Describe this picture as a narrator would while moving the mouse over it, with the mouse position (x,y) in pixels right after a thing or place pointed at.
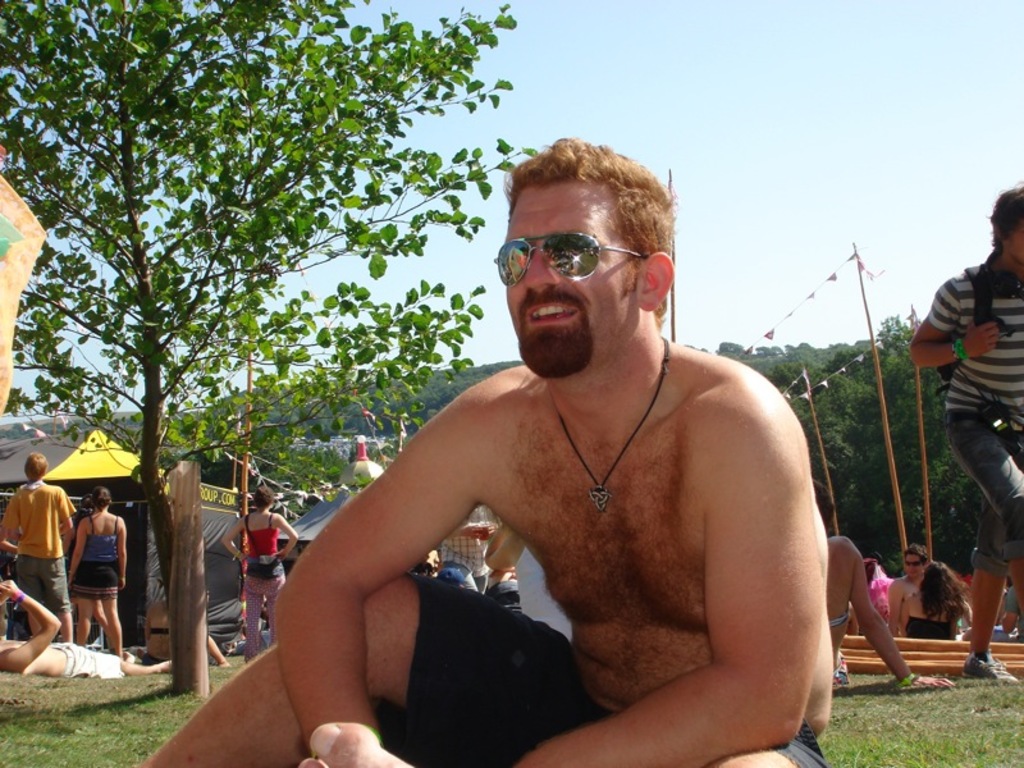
In this image in front (633,403) there is a person (503,422). Behind him there are a few other people (1010,560). There are tents (323,508). There are poles (883,421). In the background of the image (428,398) there are trees (441,384) and sky (745,67).
